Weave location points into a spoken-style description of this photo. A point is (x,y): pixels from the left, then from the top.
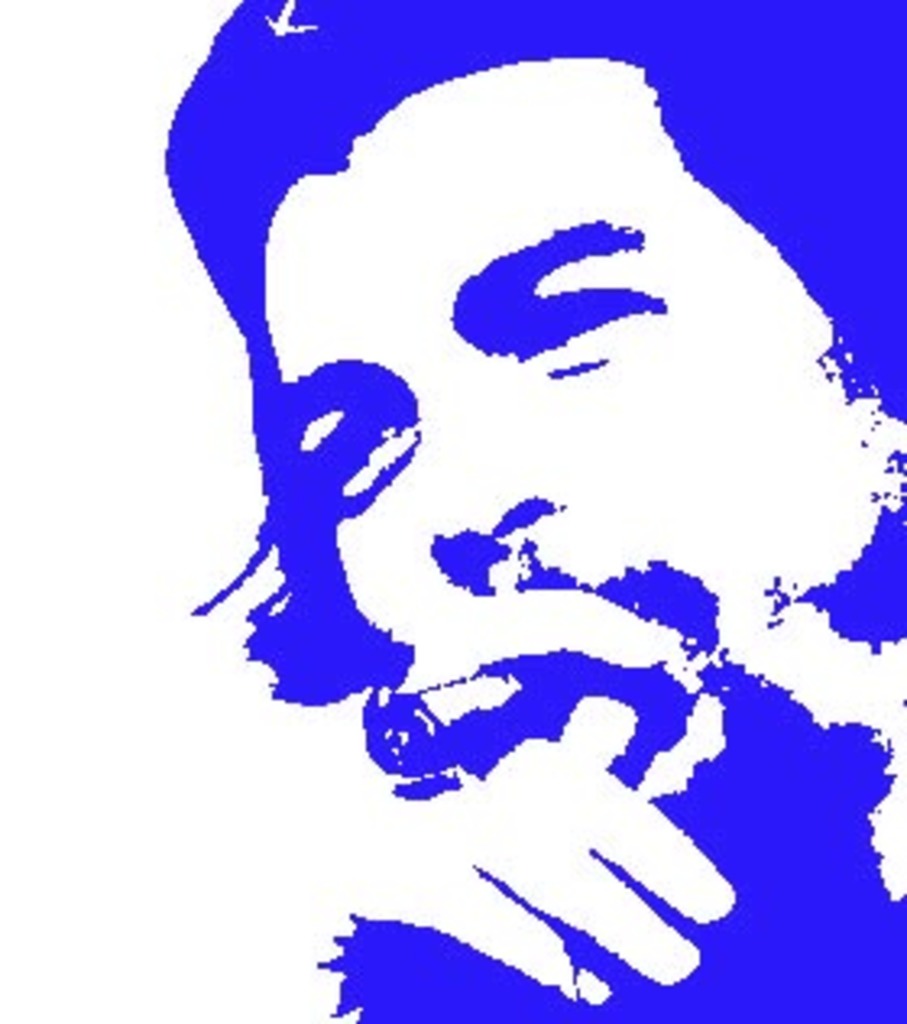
In this image I can see a person's edited picture (521,532) and white color background (178,639).
